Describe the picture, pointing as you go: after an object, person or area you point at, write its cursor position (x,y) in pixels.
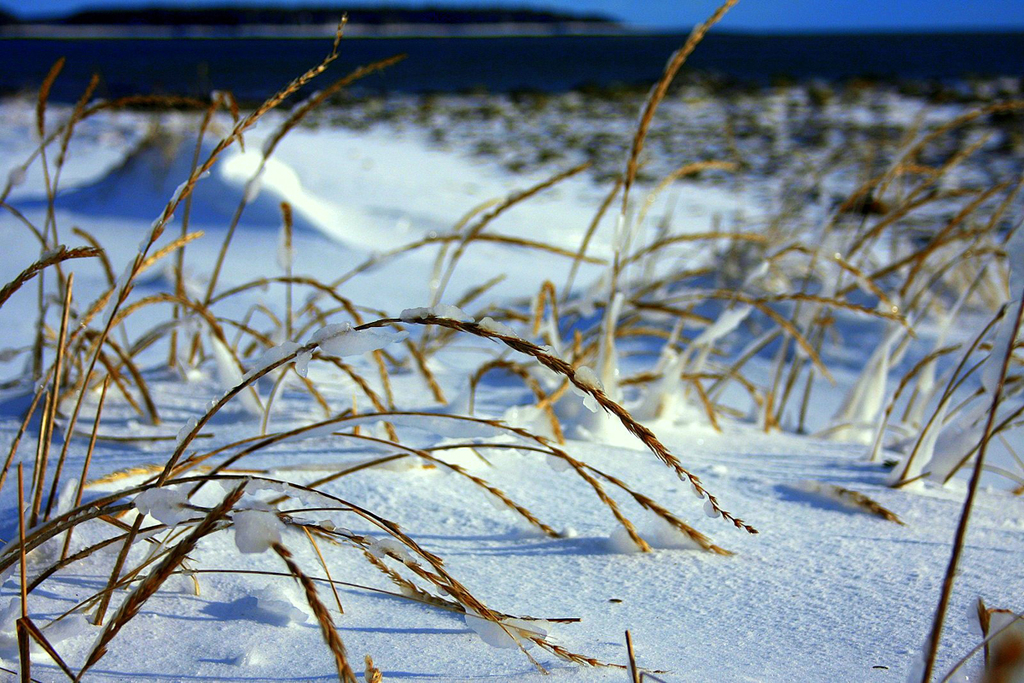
This picture shows the snow (429,521) on the ground (410,494) and some brown color wheat plants (364,466).
